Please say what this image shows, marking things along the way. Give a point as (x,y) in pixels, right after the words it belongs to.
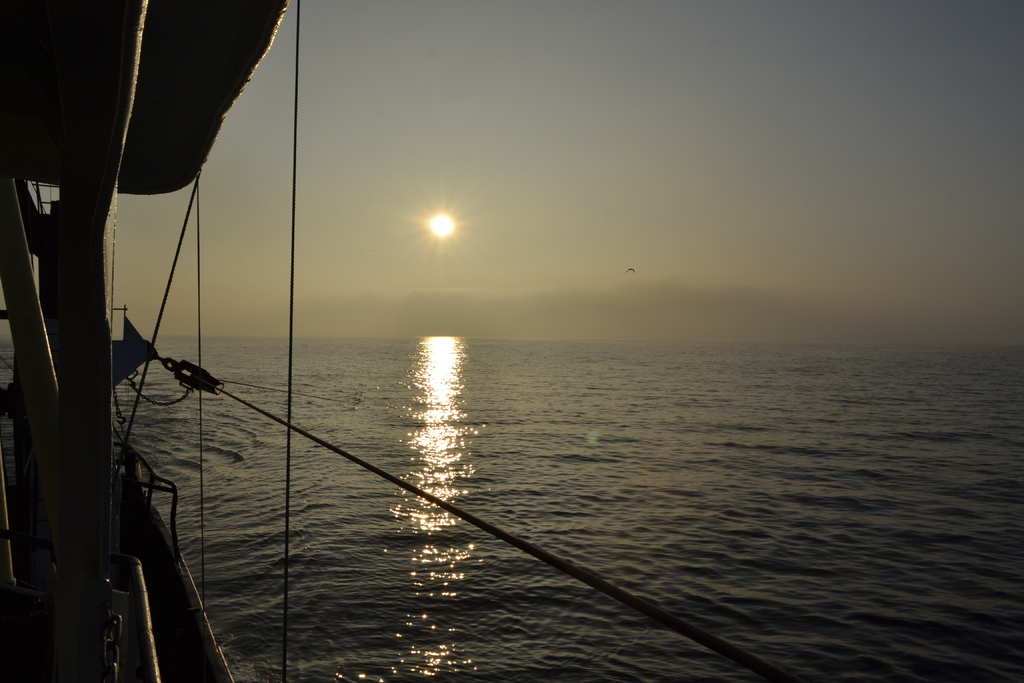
On the left side of the image (95,315) we can see a boat (148,489), ropes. In the background of the image (556,535) we can see the water (621,448). At the top of the image (557,166) we can see a bird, sun (442,221), sky (653,247).
